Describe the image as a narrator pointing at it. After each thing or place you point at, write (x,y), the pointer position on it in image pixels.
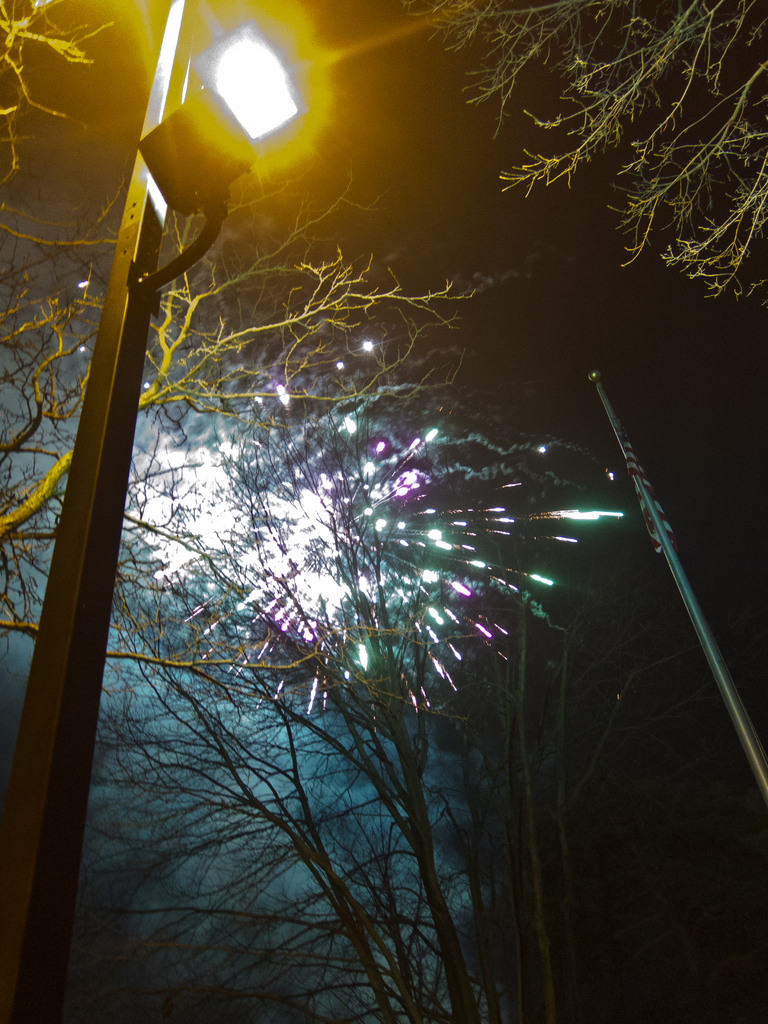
In this picture we can see trees (160,402) and a street light (141,176). On the right side of the image (650,484), there is a flag (631,452) to a pole (654,509). Behind the trees (268,524), there are fireworks (315,538).
